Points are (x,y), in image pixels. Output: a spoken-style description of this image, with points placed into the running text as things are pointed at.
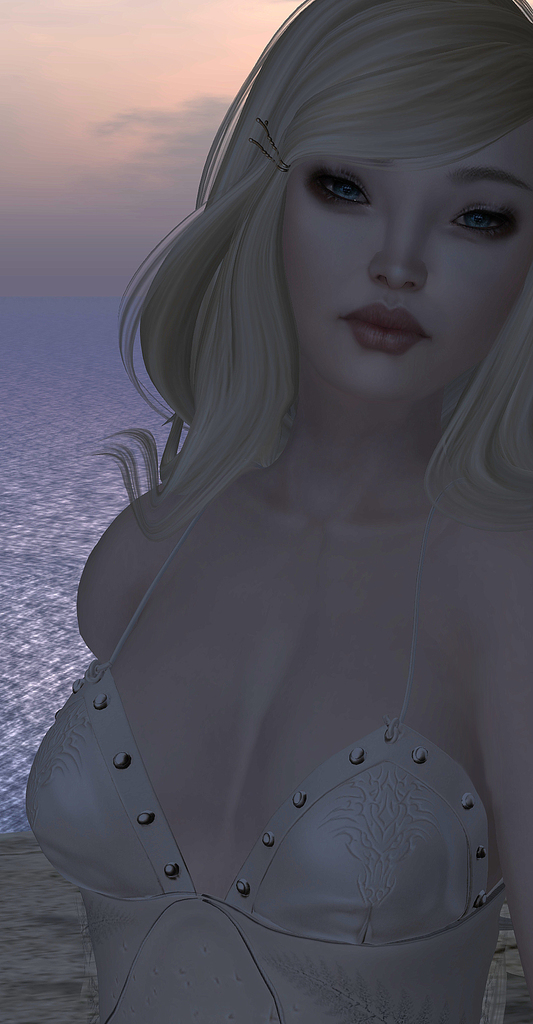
This is an animated image. There is a woman (278,411) in the front (207,900). There is water (55,493) at the back (54,420) and sky (80,154) at the top (73,92).
